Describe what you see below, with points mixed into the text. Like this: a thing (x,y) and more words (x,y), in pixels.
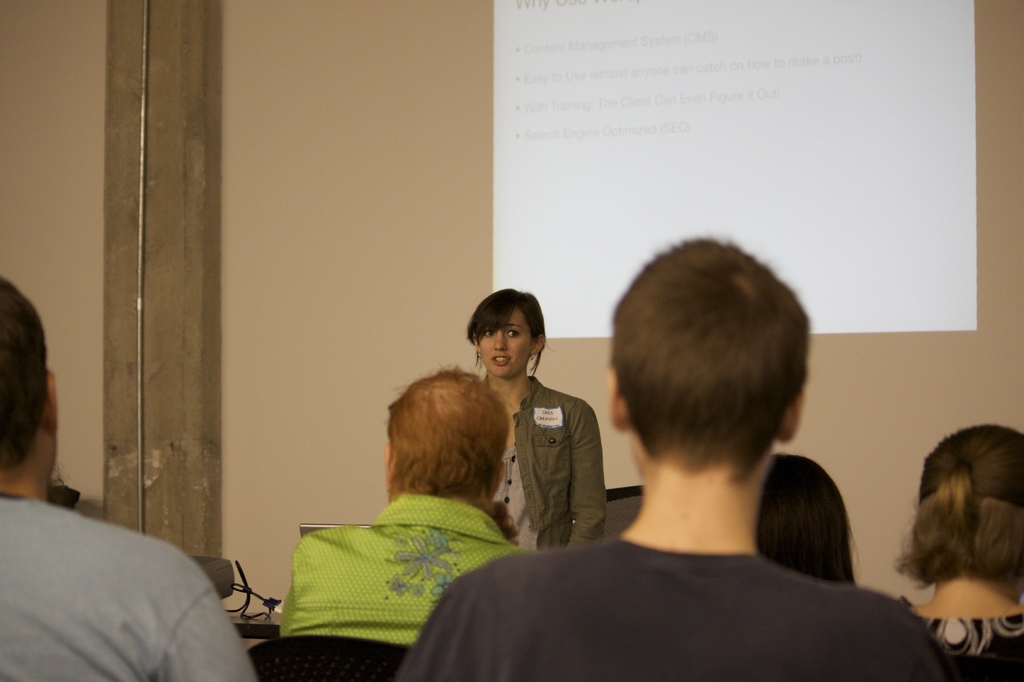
In this image, we can see a group of people (567,611). Few (601,603) are sitting. Here a person (564,445) is standing and looking at the right side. Background (349,371) we can see a wall (319,286), screen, pipe (141,388) and few wires (274,601).
